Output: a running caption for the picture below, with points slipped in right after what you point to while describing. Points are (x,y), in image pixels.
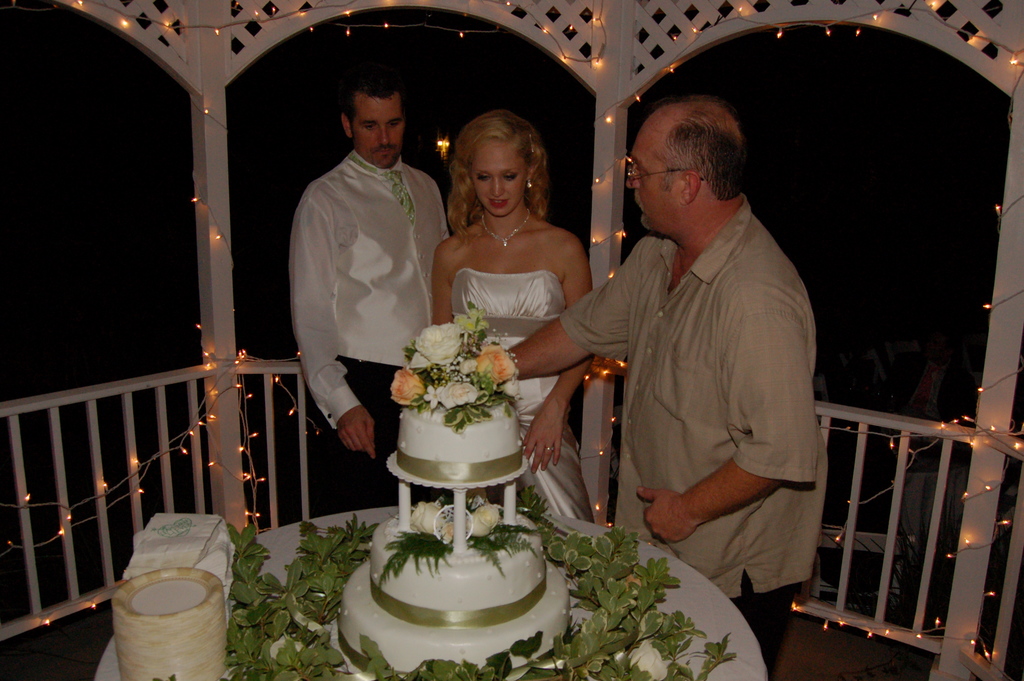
In this image there are three persons (588,280) visible in front of the table (286,541), on the table (317,643) there is a cake (444,422), creepers (330,576), tissue papers (179,517), some other objects (178,595) visible, behind the persons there are lights (595,24) visible on the fence (18,457), background (3,59) is dark.
